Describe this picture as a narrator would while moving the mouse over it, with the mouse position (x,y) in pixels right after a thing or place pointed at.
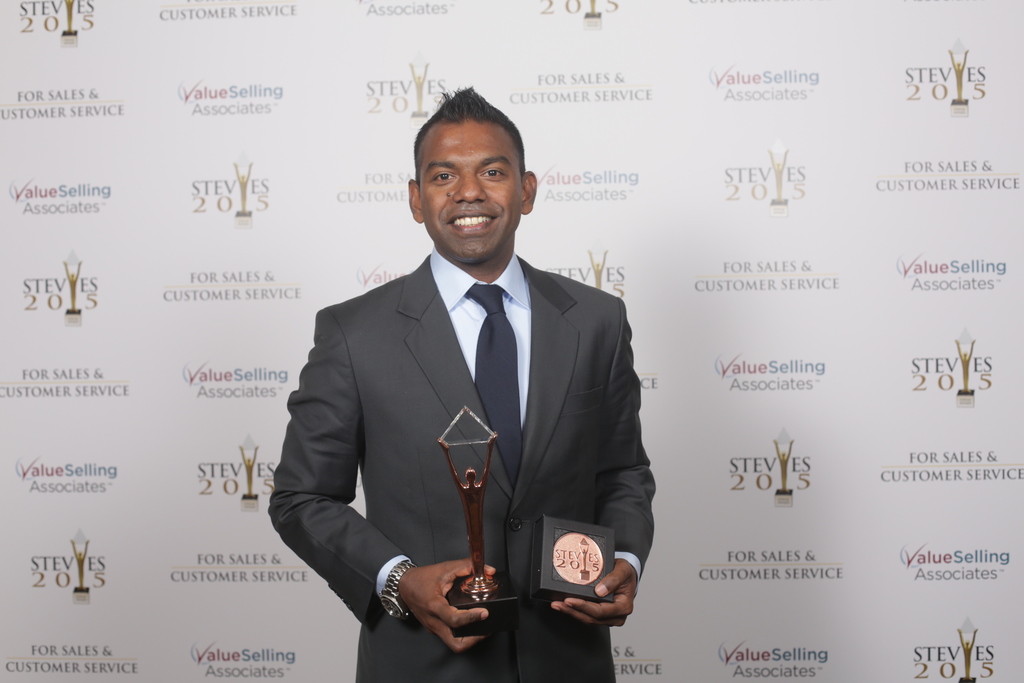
In this picture we can see a person (502,526) standing and holding memento (544,582), behind we can see a board (745,418).
